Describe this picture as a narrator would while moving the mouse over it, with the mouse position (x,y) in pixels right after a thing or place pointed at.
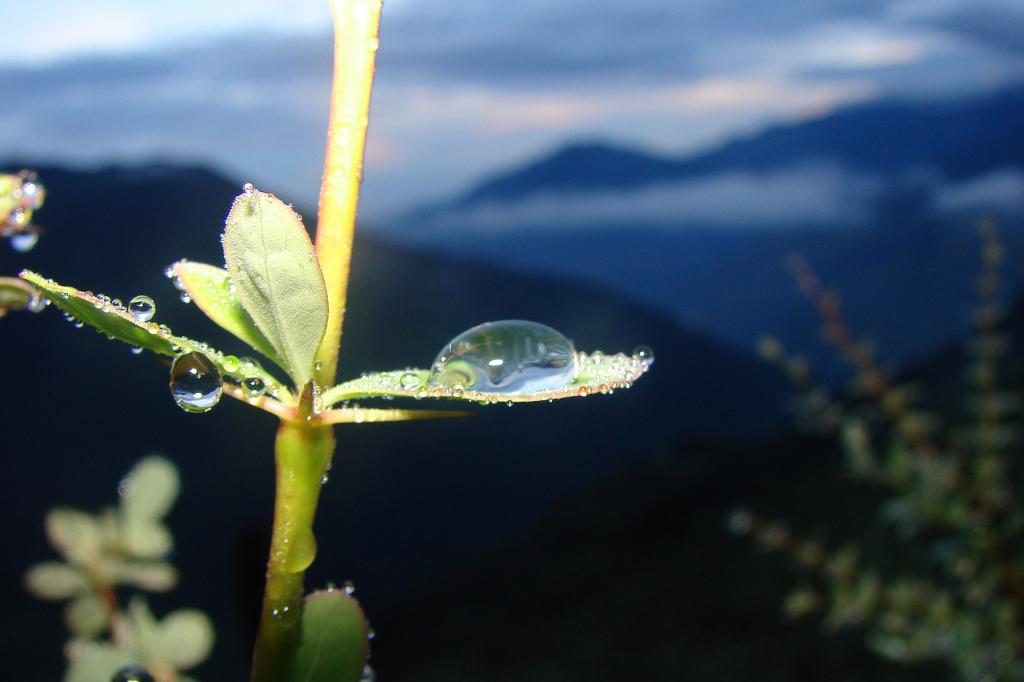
In this image I can see on the left side (203,375) there are water droplets (474,367) on this plant (354,394). At the top (682,111) it is the sky (705,118).
